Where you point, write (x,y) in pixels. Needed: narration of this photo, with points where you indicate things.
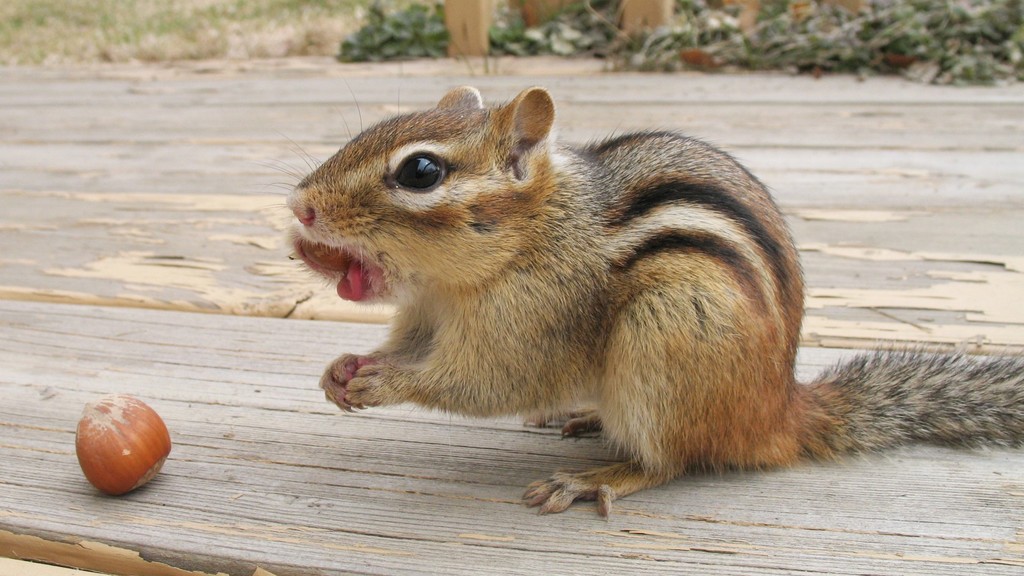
In this picture we can see a squirrel (291,235) and an object (149,448) on the wooden object (618,503). We can see grass (252,41), plants (968,69) and other objects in the background (316,53).
